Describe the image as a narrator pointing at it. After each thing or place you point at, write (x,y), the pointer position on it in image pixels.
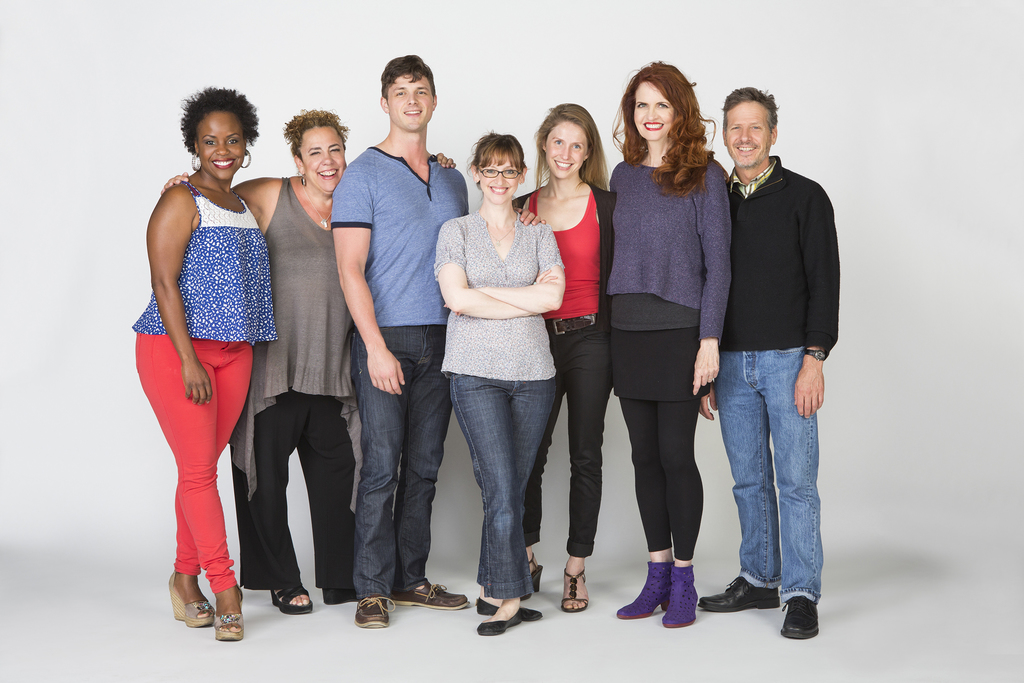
In the image we can see two men (352,287) and five women (527,295) are standing, they are wearing clothes (263,379) and some of them are wearing shoes (738,606) and they are smiling. Here we can see white floor (87,543) and the wall (59,105).
